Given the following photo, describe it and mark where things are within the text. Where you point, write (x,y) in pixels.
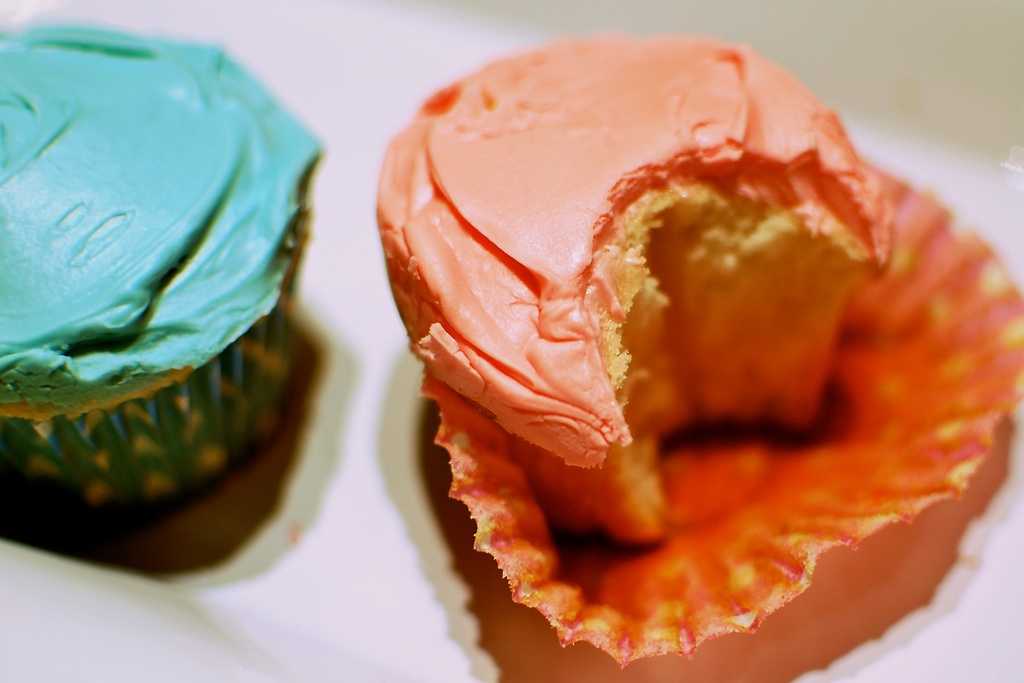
In the image we can see there are two cupcakes (499,252) of different color. This is a cover (784,544).
